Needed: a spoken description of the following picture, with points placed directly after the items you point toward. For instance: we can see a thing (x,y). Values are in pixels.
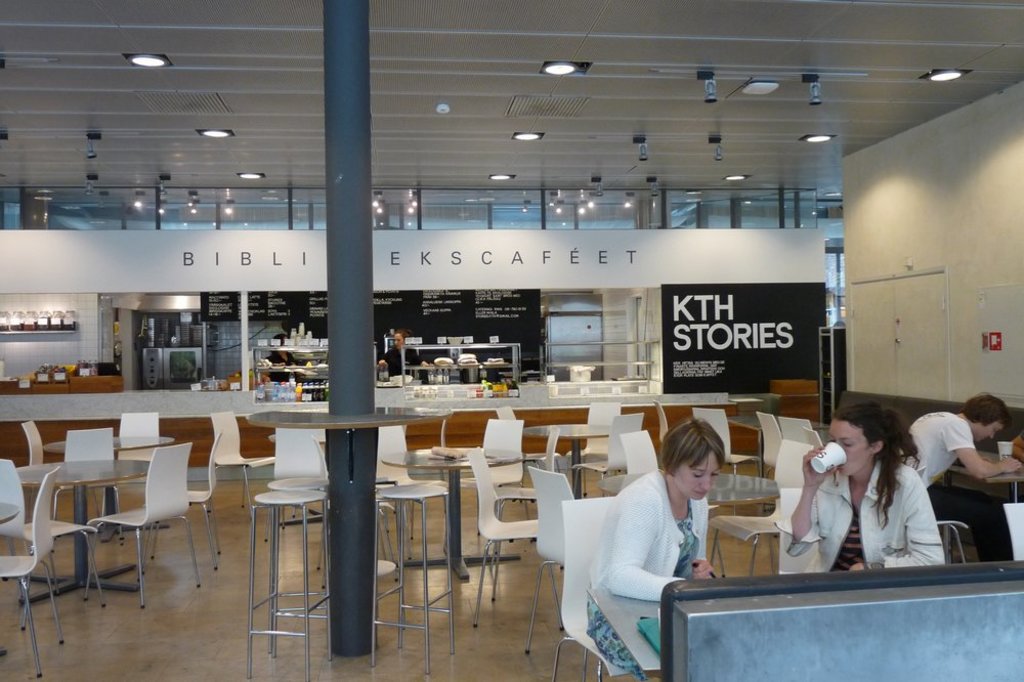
in this image the big room (304,362) is there the floor (445,633) contains chair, table (715,496), bottles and some posters (728,316) are there in the room (482,654) some of people (893,498) they are sitting on chair (588,614) and doing something.
